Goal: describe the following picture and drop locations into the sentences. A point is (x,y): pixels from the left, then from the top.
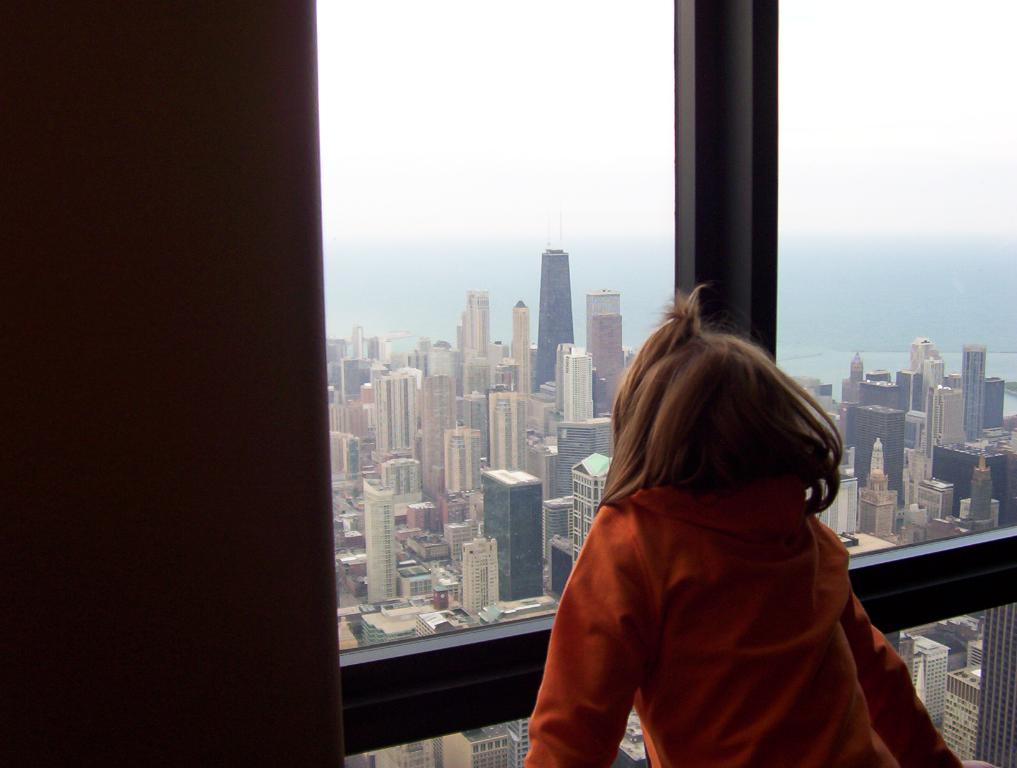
In this image I can see a person (727,587) wearing an orange dress (727,618). Back Side I can see buildings (464,325) and glass window (732,283). The sky (886,204) is in blue and white color.
